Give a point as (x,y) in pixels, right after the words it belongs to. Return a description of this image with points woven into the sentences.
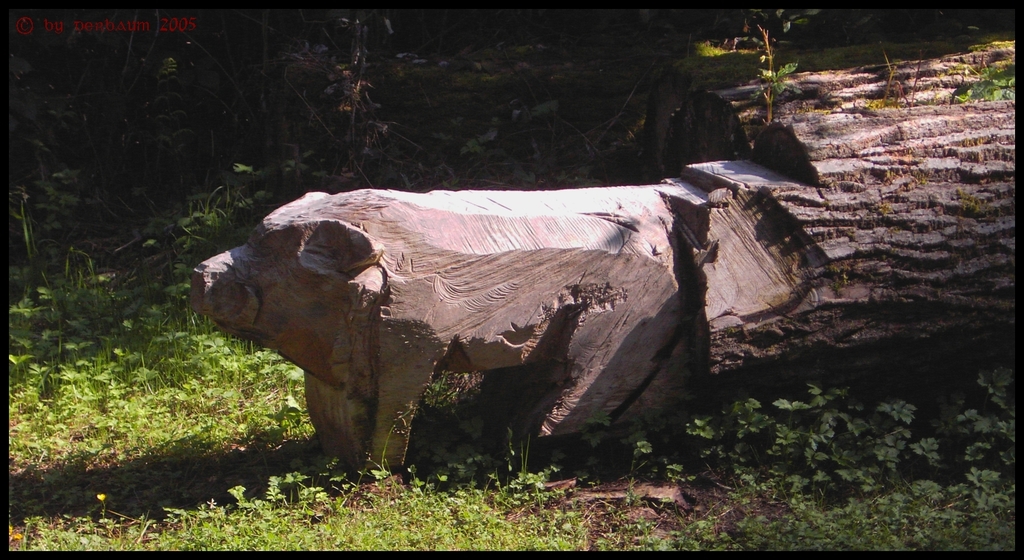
This looks like a wooden tree trunk (403,354), which is carved. Here is the grass (514,506). In the background (532,109), I can see the trees (269,106). This looks like a watermark (124,25) on the image.
